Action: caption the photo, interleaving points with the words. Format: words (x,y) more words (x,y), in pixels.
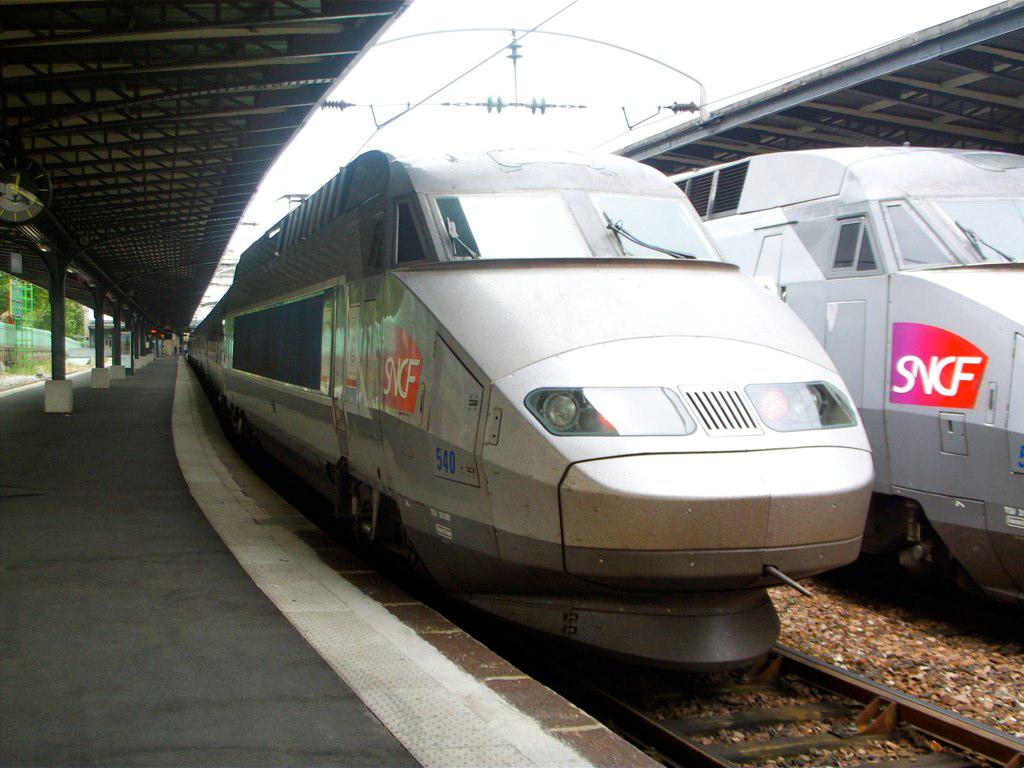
This image is taken in a railway station (628,754). In this image we can see the two trains (676,372) on the railway track (805,722). We can also see the roof (145,45) for shelter on the left (179,59). Sky (707,35) is also visible. We can also see the stones (964,662).
